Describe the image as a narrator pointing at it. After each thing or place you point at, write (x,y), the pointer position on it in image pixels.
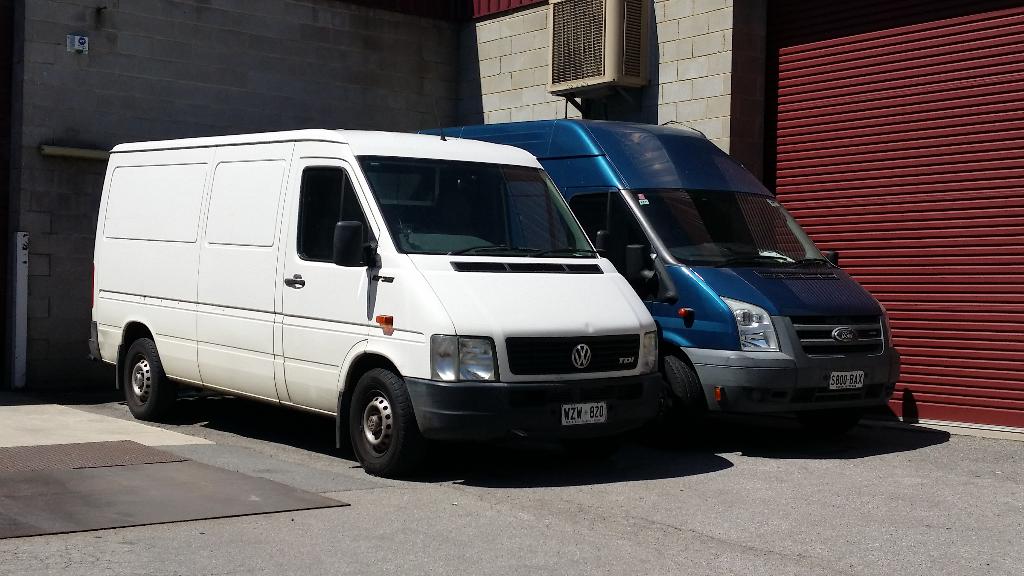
In this image we can see vehicles (565,332). In the back (199,88) there is a brick wall (256,92). On the right side (901,142) we can see a shutter (931,237). On the wall (540,41) there is an electronic device (599,55).
